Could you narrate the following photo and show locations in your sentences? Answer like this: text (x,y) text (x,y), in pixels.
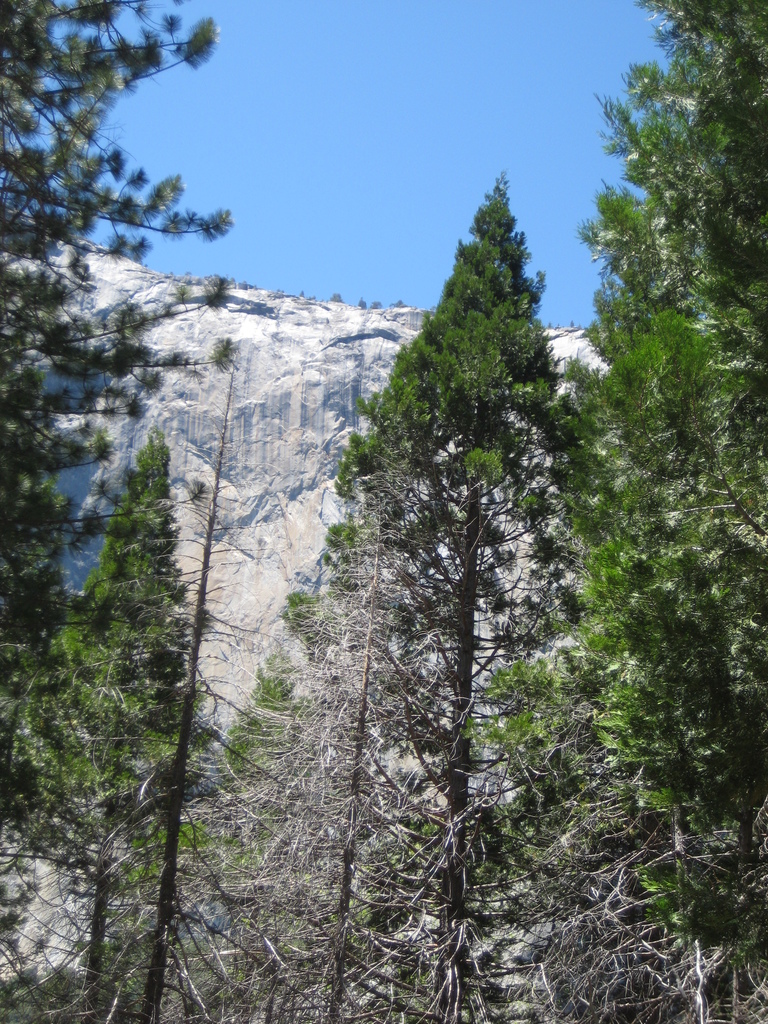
Here, we can see some green trees (403,476), there is a mountain (264,363) and at the top (284,137) there is a blue color sky (342,133).
